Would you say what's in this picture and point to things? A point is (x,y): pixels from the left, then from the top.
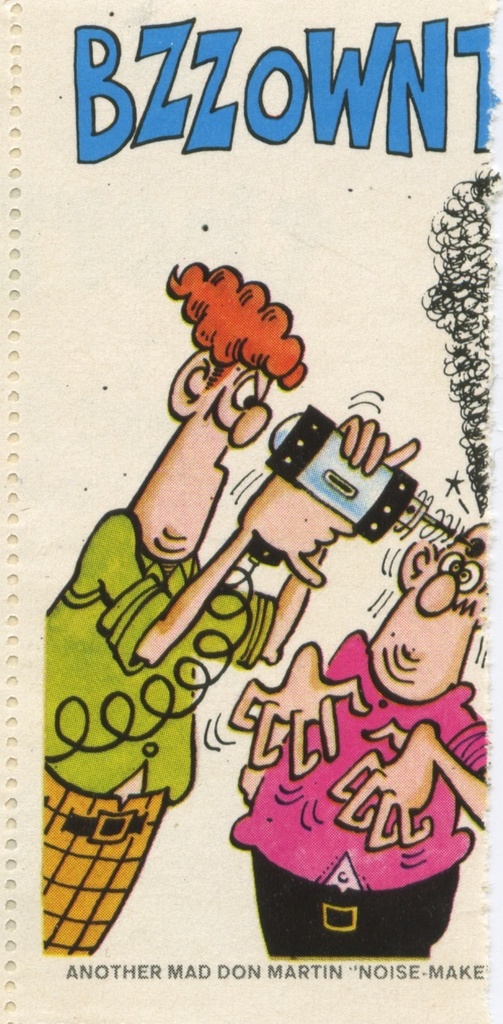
In the image there is a paper (111,643), on the paper (143,660) there are animated pictures (279,560) and some text (270,136).
